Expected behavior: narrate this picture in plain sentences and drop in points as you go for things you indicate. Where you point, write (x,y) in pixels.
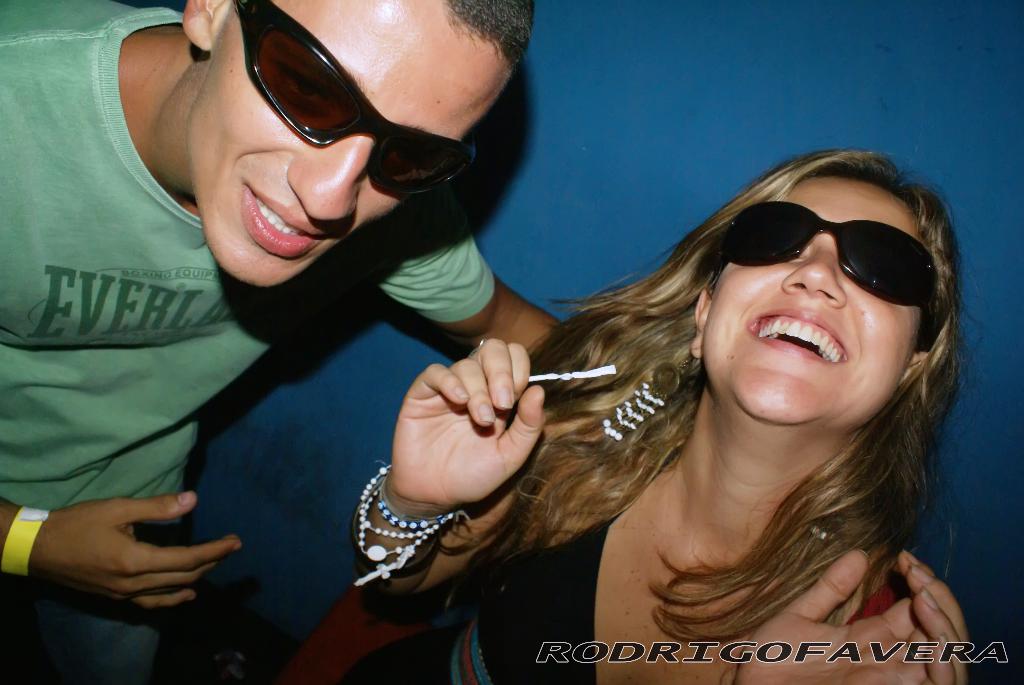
In this picture we can see a man (173,468), woman (560,591), they are smiling, they are wearing goggles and woman (622,596) is holding an object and we can see a wall (1008,490) in the background (951,540), in the bottom right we can see some text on it.
